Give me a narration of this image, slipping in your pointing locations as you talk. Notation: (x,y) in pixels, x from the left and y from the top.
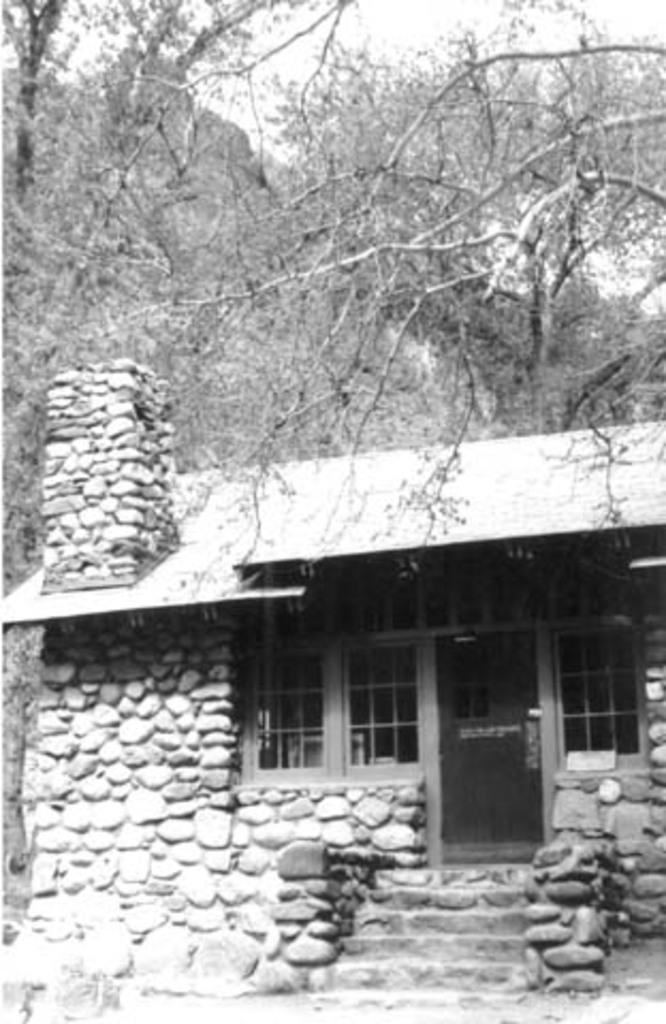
In this picture I can see stone house (386,854) and I can see trees (21,116) and sky (429,22).
